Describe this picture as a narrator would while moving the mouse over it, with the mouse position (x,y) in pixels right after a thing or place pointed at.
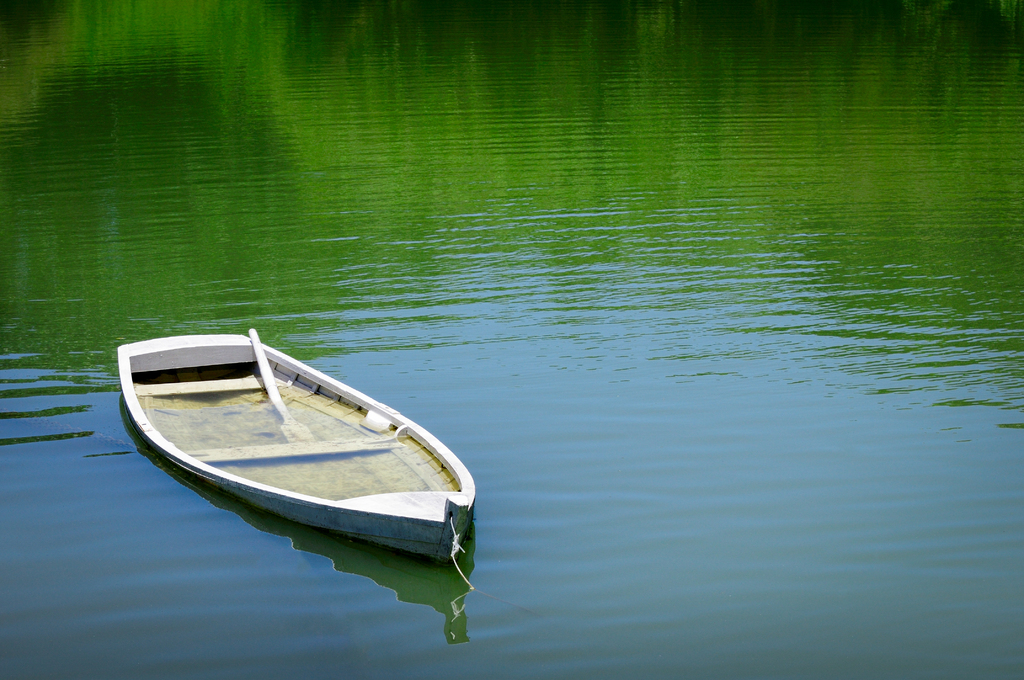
In this picture we can see a boat (456,523) with paddle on the water (595,433).
